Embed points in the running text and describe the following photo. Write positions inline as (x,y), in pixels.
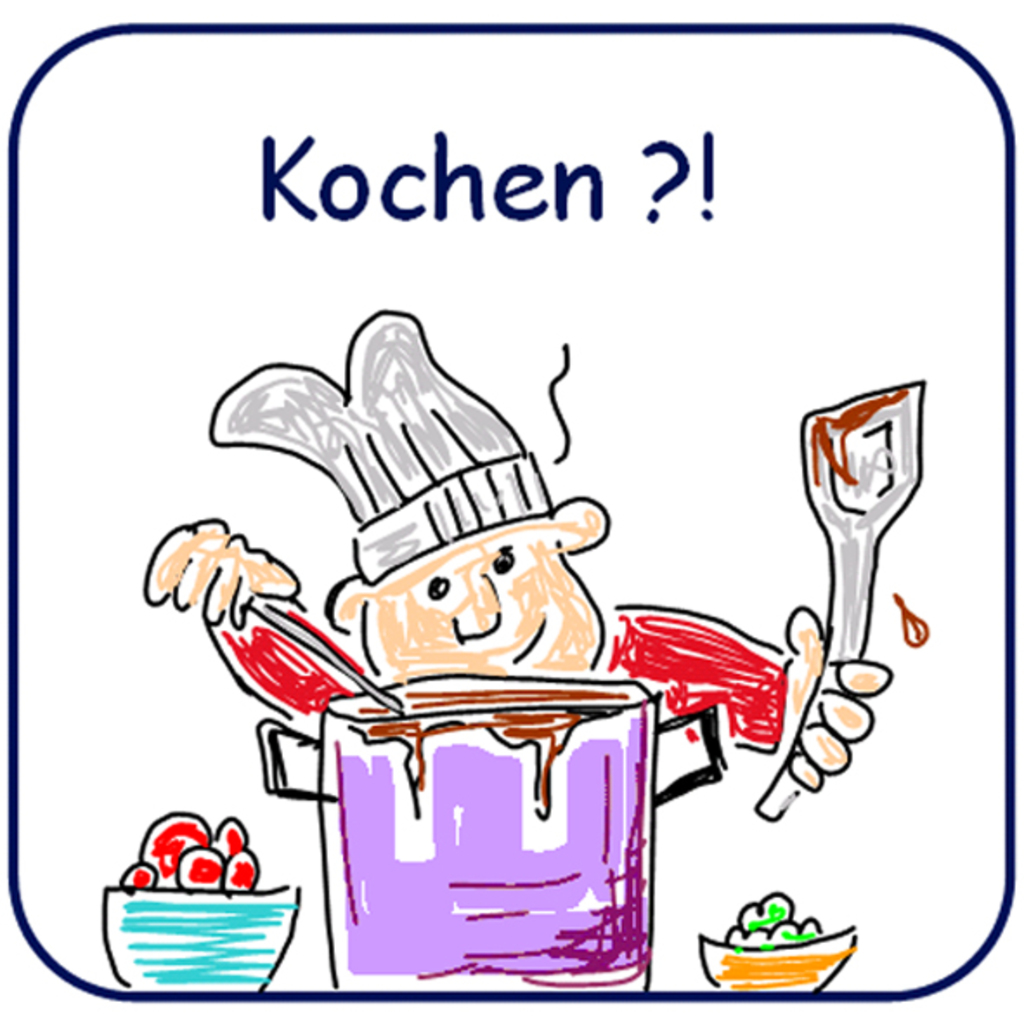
This image consists of a poster (494,551) with an art (435,653) and a text (425,184) on it. In the middle of the image (657,619) a man (797,781) is cooking and there are two bowls (821,945) with vegetables (182,841).
